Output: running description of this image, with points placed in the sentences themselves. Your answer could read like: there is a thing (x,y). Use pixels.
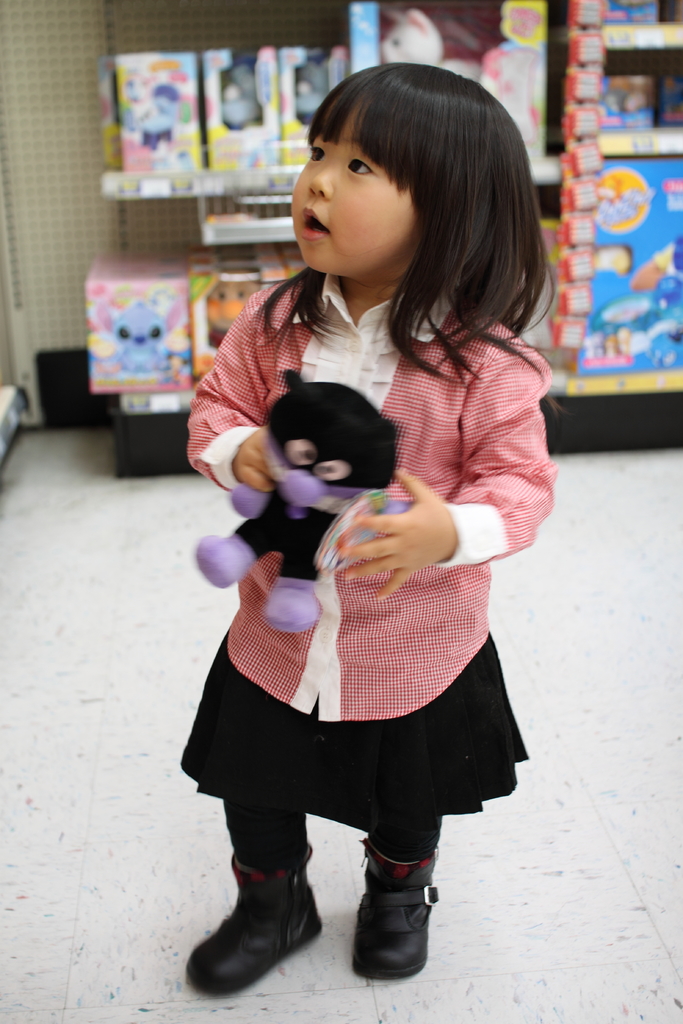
In this picture I can see a girl (312,370) holding a toy (318,392) and in the background (142,322) I can see few toys (298,73) in the boxes (266,92) on the shelves (562,73).
